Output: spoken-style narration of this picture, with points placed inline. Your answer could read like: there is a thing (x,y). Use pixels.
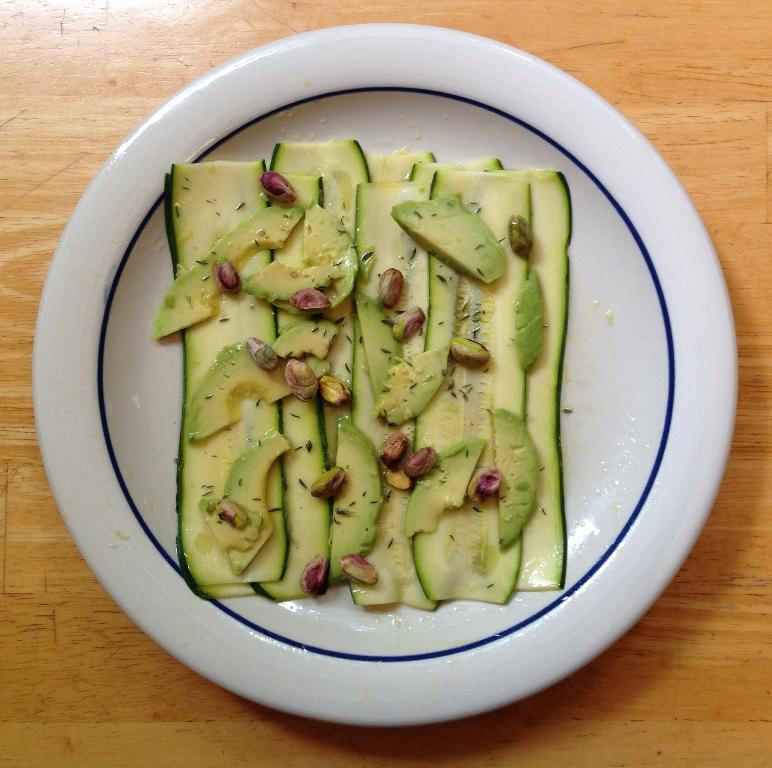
In this picture, we see a white plate (64,445) containing chopped fruits (329,412) and pistachios (324,563) are placed on the brown table (36,189).
